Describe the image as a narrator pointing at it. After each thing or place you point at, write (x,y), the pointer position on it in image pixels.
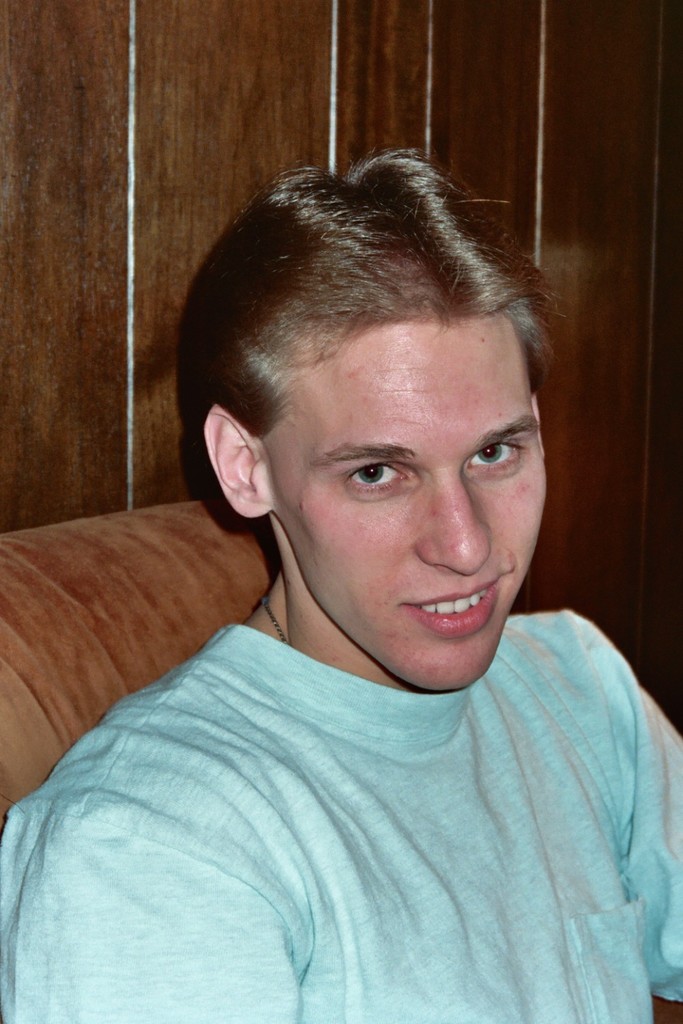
In this image we can see a man (290,621) sitting on the couch (128,612) and smiling. In the background (490,174) there is a wall (291,94).
